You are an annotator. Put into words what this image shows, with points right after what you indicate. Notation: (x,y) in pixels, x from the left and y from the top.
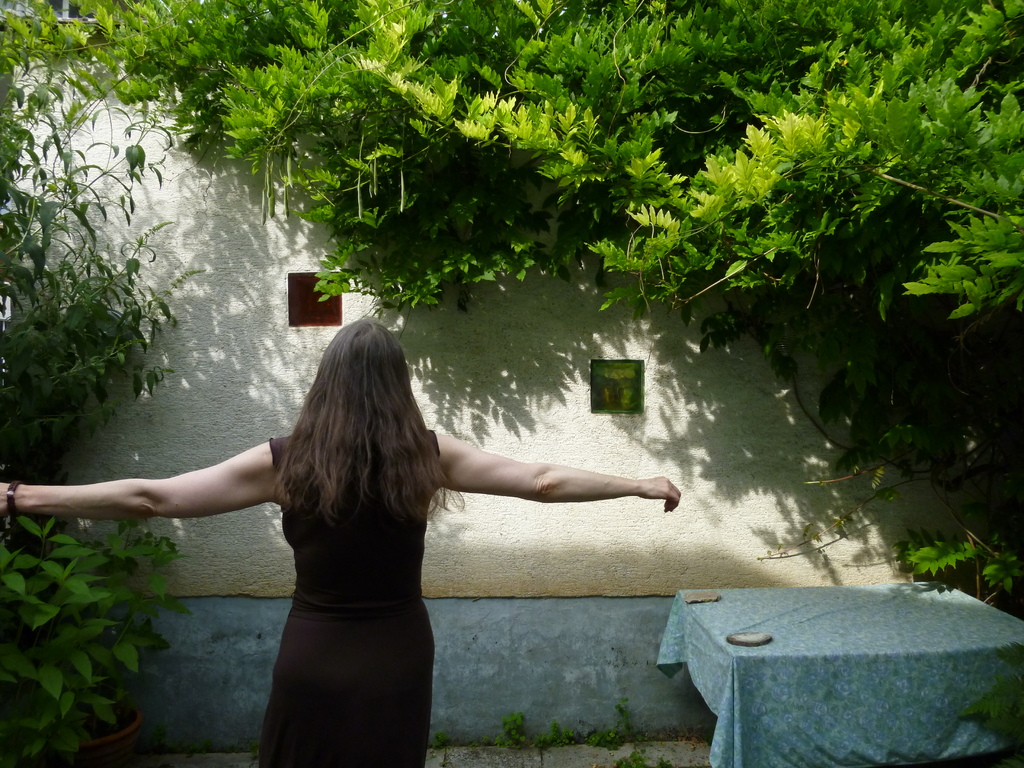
This is the woman (371,632) standing. I think this is a table (806,626), which is covered with a cloth (694,617). This looks like a wall (490,372). These are the trees (417,110) with branches (310,84) and leaves (66,371).
